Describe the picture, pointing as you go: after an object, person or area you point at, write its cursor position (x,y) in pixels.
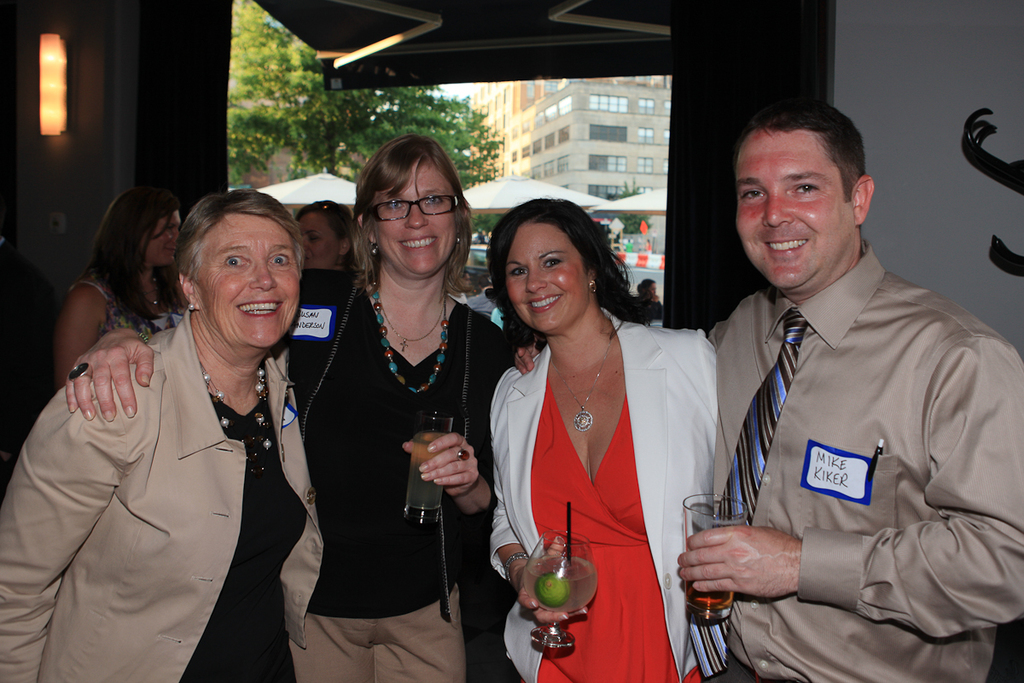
In this image there is a person (20,300), it looks like a light (63,52) on the wall (34,131) in the left corner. There is an object (1023,263) on the right corner (1015,274). There are people (724,648) in the foreground (603,656) and there are people (440,608) holding objects (704,595). There are trees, buildings (628,171), people (88,297), there is a vehicle (479,256) in the background (479,256).
